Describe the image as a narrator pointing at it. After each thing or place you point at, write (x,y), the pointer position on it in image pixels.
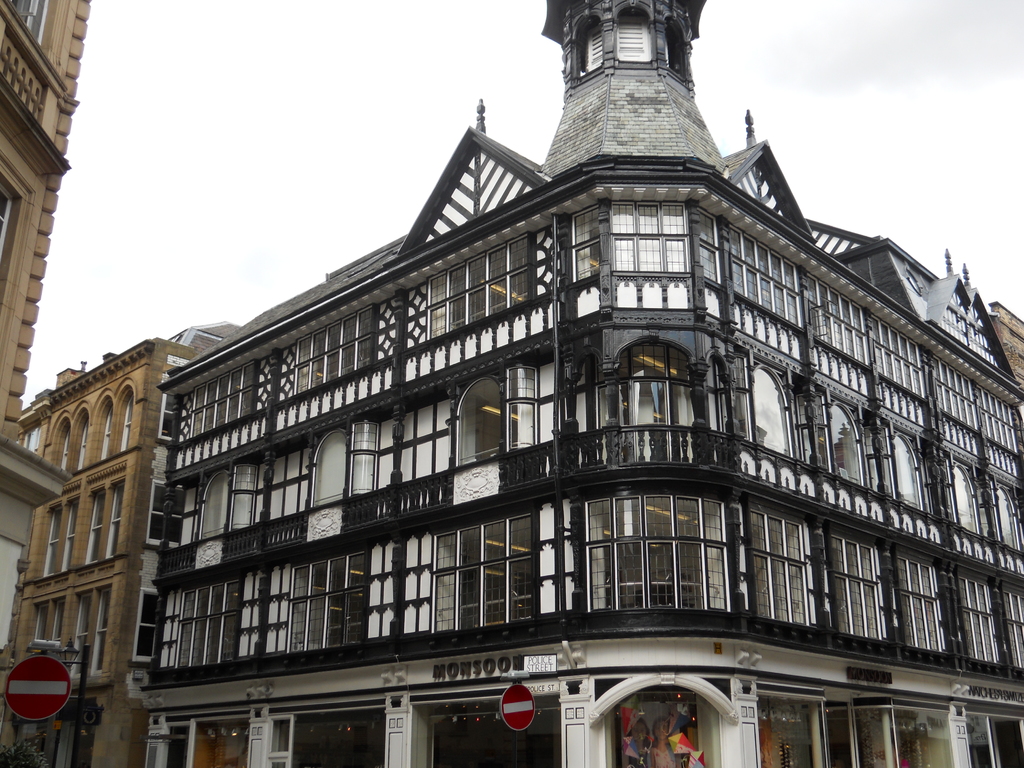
There are buildings (363,363). On the buildings (300,499) there are windows (359,472). On the left side (44,677) there is a sign board (19,685). On the building (413,655) something is written and also there is a sign board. In the background (322,112) there is sky (374,84).
